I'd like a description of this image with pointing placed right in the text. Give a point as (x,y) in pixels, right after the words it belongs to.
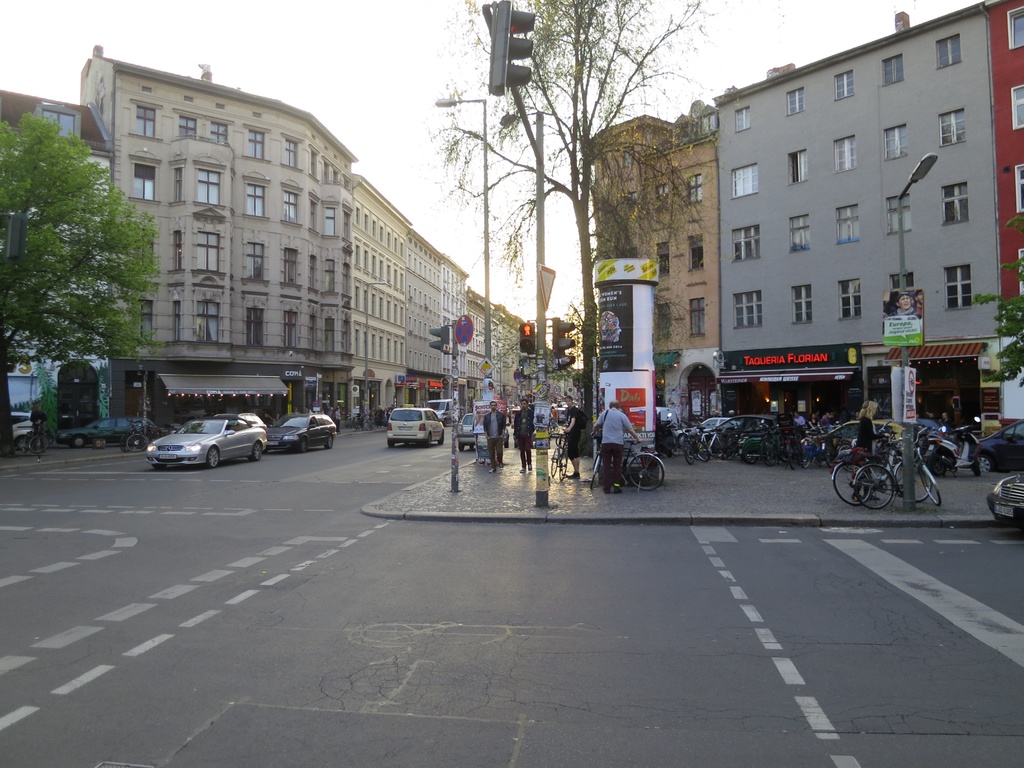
In this image there is the sky (346,51) towards the top of the image (331,54), there are poles (541,363), there is a traffic light (566,323), there are boards (466,345), there is a street light (488,338), there are buildings (669,285), there are windows (293,271), there is text (808,354) on the boards (895,340), there are bicycles (799,434), there is road (628,641), there are vehicles (296,428) on the road (404,461), there are persons (490,436).
